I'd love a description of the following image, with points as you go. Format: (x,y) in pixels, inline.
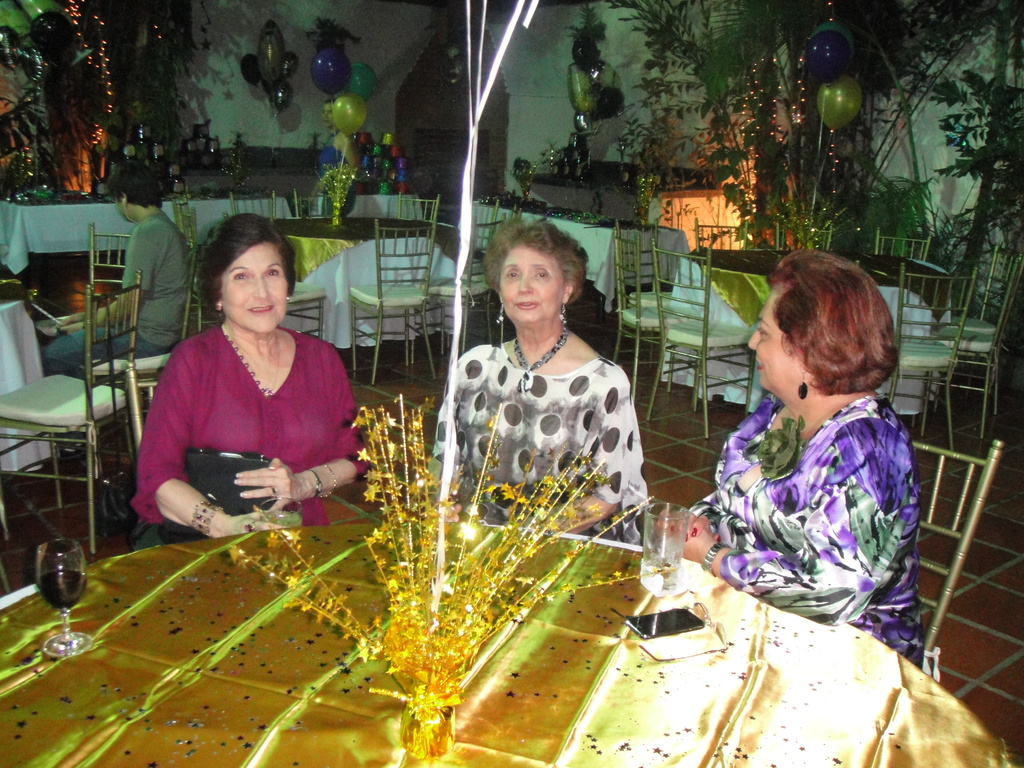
In this image, we can see some chairs (732,235), tables (489,202), plants (53,106) and balloons (589,64). There are three persons (476,434) in the middle of the image (587,370) wearing clothes (526,417) and sitting in front of the table (538,618). This table (558,702) contains glasses (74,636), mobile (682,620) and flower vase (466,646). There is a person (141,342) on the left side of the image (125,259) sitting on a chair (194,257).
